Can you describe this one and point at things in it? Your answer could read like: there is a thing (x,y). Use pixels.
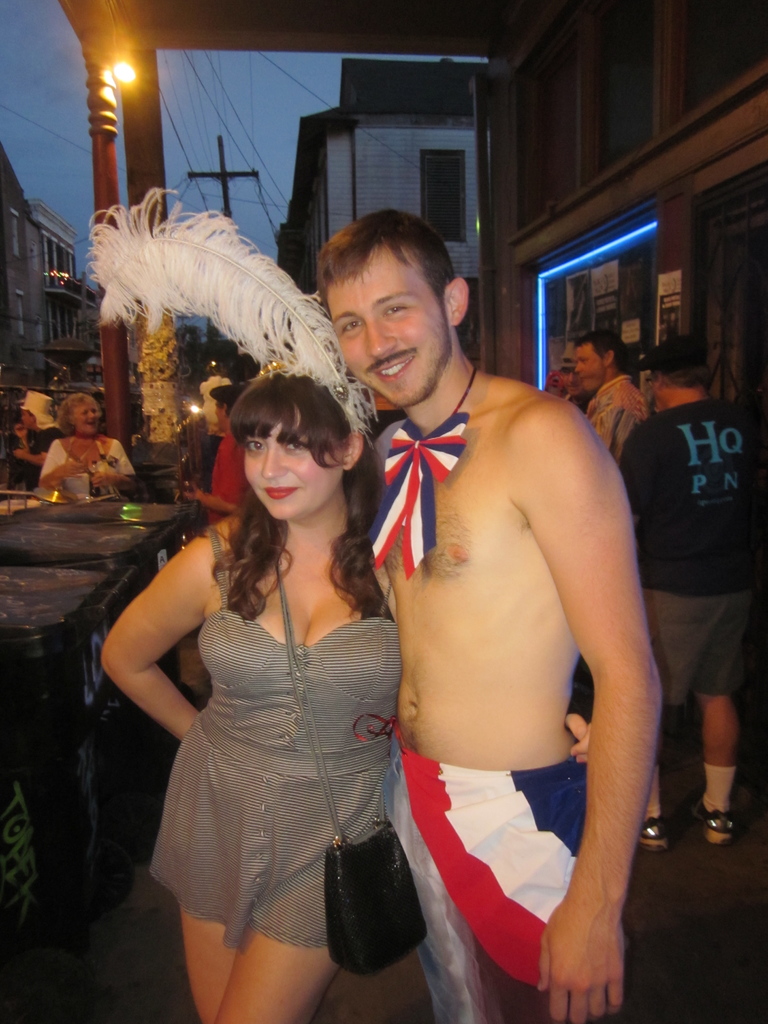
Here in the front (311,562) we can see a couple (380,594) standing on the ground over there and the woman (349,818) on the left side (255,299) is having a hand bag (331,955) with her and she is also having a feather (241,287) on her head (304,389), both are smiling and behind them we can see number of people (99,435) standing here and there and we can see buildings (37,341) present all over there and we can see electric poles (189,176) and light posts (144,83) over there.
